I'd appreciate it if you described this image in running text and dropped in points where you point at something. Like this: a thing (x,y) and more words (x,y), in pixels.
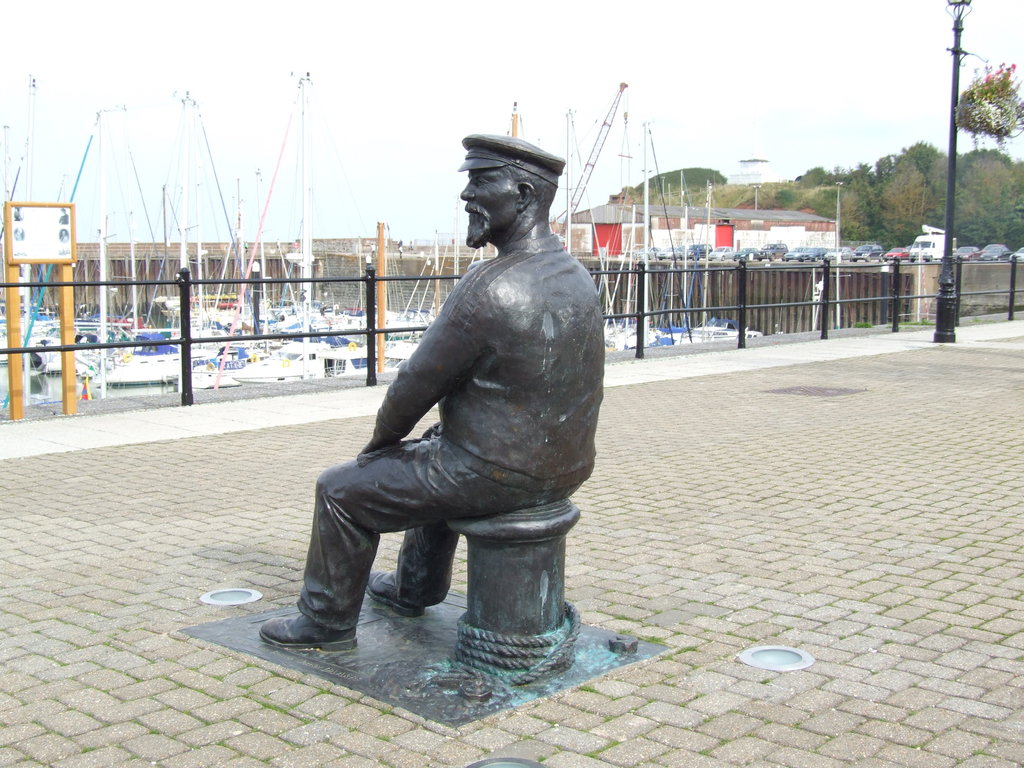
This is the picture of a place where we have a statue (362,546) and to the side there is a fencing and some boats (605,335) to the other side of the fencing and also we can see some poles (644,132) and trees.
